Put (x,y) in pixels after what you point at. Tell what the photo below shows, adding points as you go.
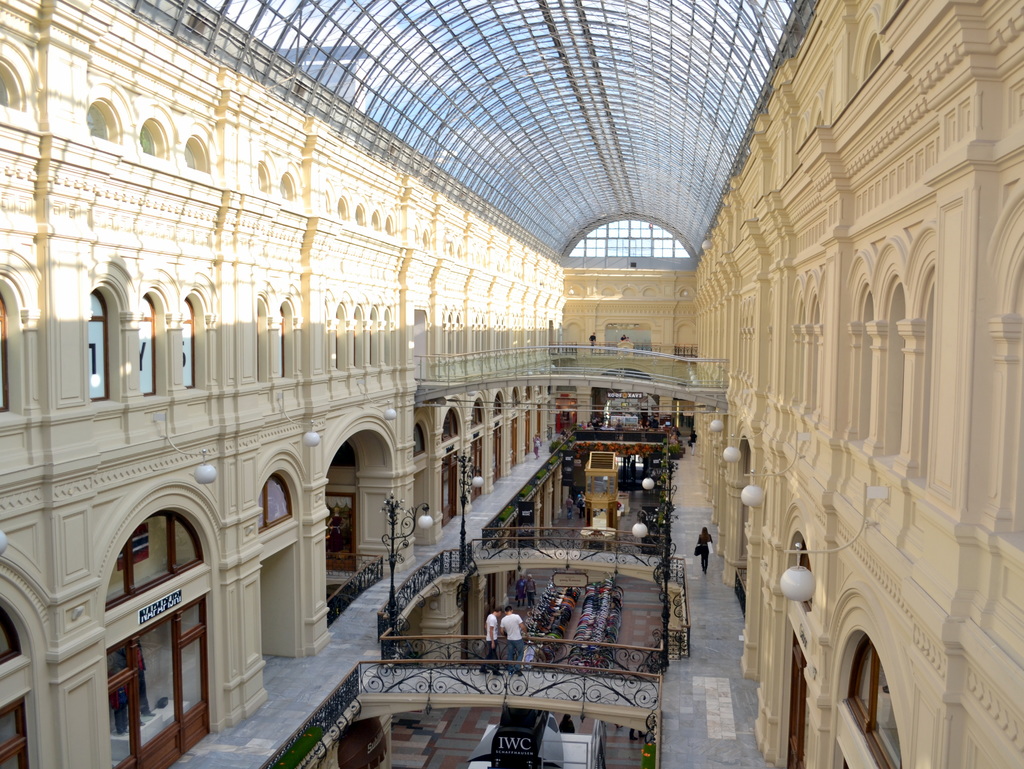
As we can see in the image there are buildings (413,458), fence (340,702), chairs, lights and few people (690,441) here and there.
